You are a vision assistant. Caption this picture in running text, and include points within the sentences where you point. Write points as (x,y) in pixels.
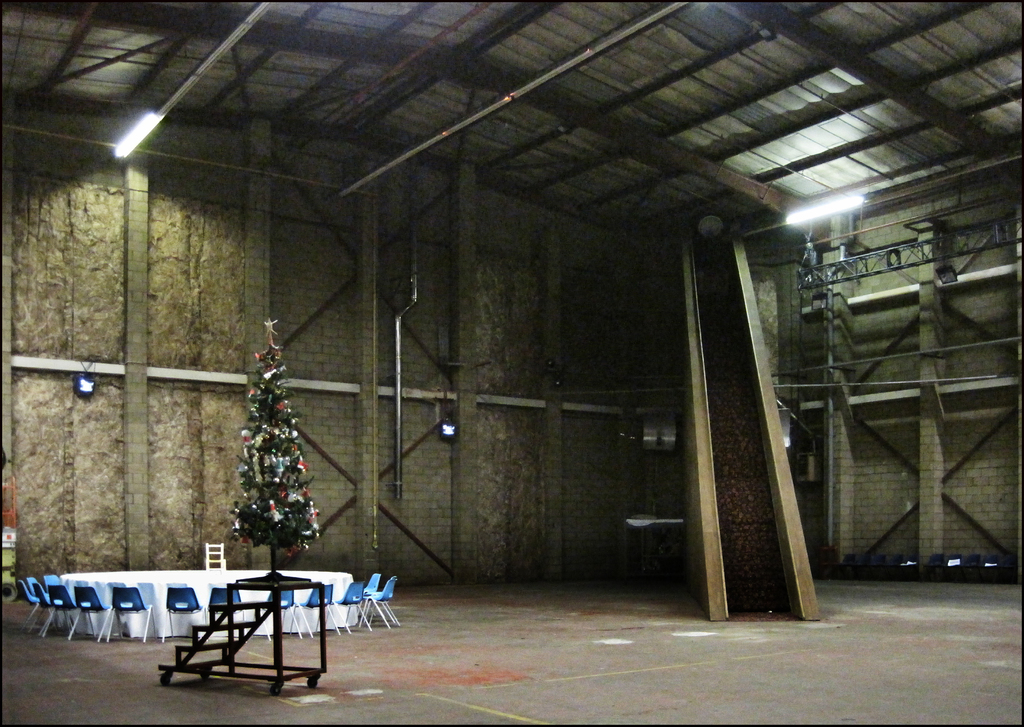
There is a light (146,130) at the top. It's a Christmas tree (257,396) behind this there is a table (145,574) and chairs (177,588).
